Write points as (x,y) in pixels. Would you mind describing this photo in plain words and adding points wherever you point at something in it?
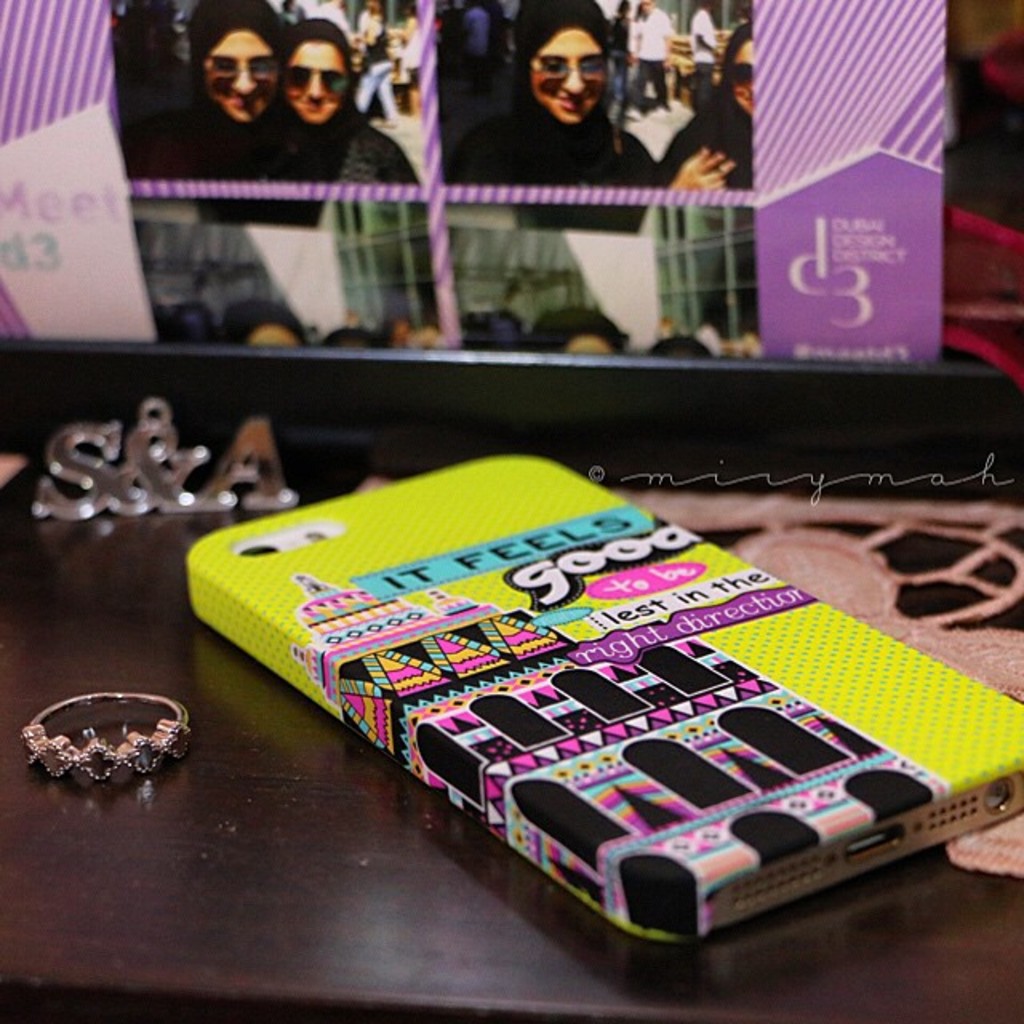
In this picture we can see a mobile (748,906) and a mobile case (543,590) on the wooden object (187,910). On the wooden object (126,840) there is a ring (140,746) and some objects (134,487). Behind the mobile (397,514), it looks like a photo (457,156). On the image there is a watermark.
